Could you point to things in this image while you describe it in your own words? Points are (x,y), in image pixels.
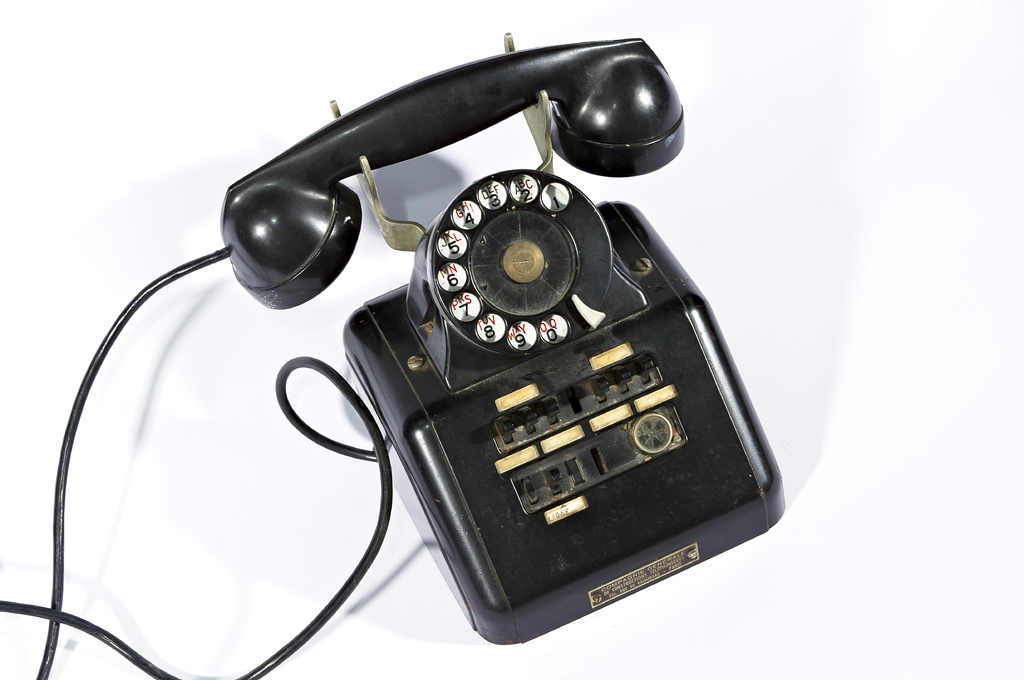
In this picture we can see a black telephone (395,446) and a cable (243,678) on a white object (834,585).
